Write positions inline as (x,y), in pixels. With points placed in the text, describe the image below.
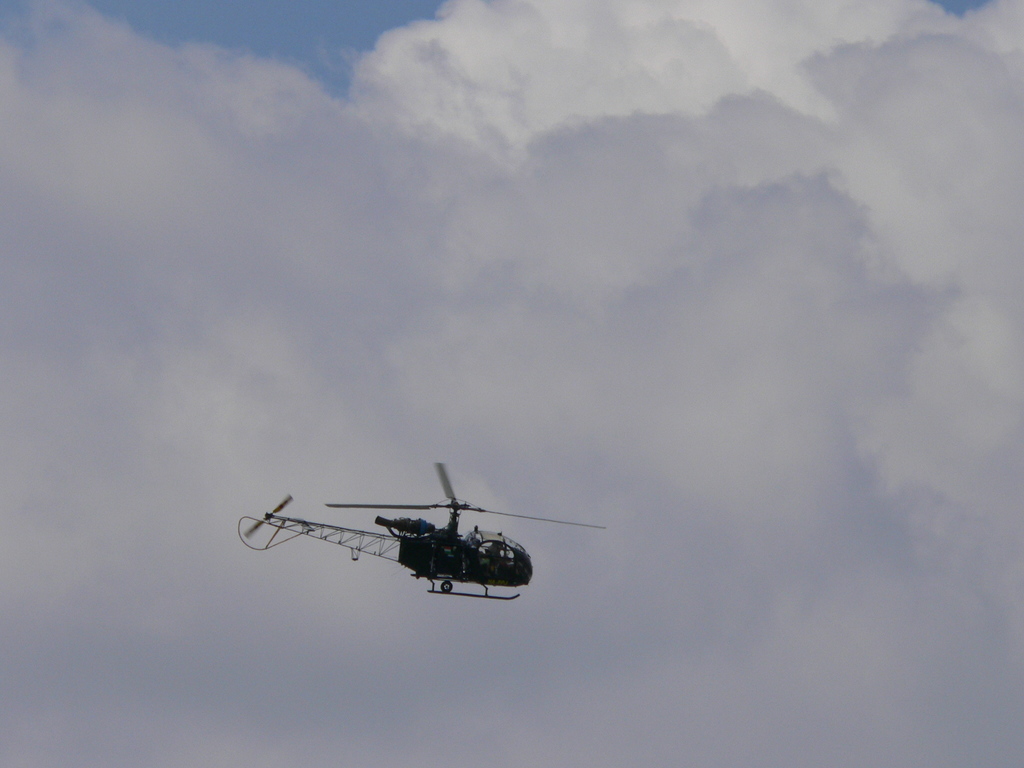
In this image a helicopter (321,529) is flying in the sky (421,494). The sky (463,234) is cloudy.
